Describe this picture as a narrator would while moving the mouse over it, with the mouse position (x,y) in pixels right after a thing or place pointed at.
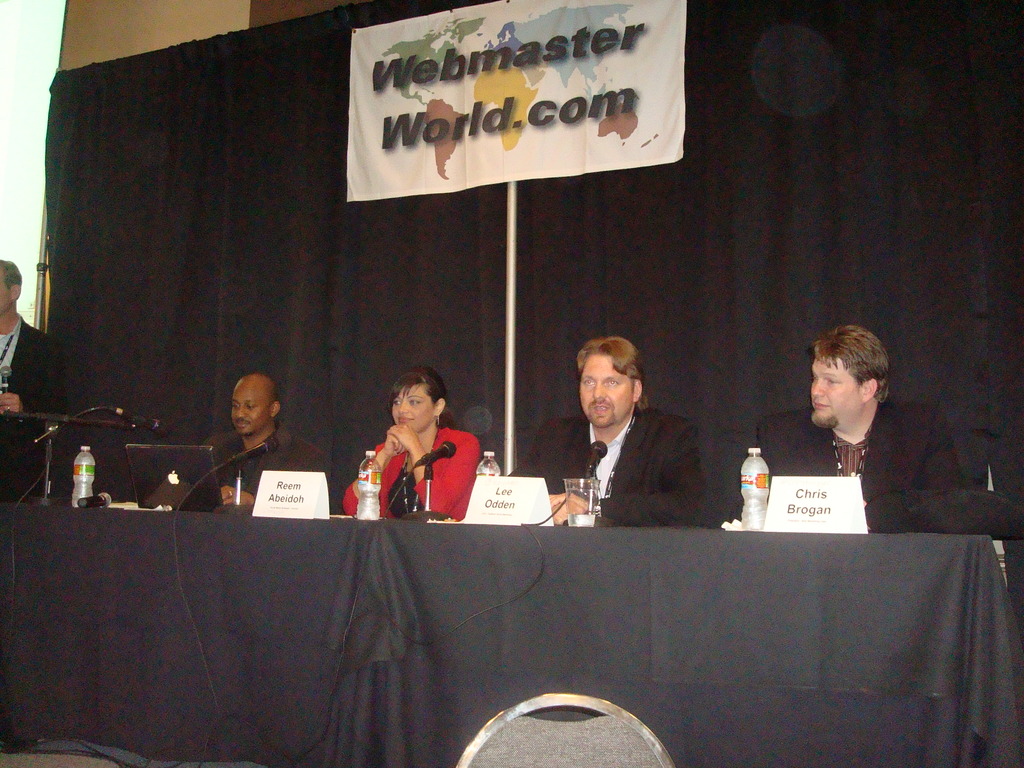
In this image we can see four people (921,423) sitting on the chairs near the table (355,580), one table (387,561) with black tablecloth (669,663), one screen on the left side of the image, one chair (580,756) near the table (152,535), one pole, one big black curtain (118,479) attached to the wall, one banner (527,143) with text (497,115) and image (508,152) attached to the pole (514,197). There is one laptop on the table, some water bottles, some name boards (472,510), some microphones (108,498) with wires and stands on the table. There are some objects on the table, one object (38,302) near to the table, one man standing and holding a microphone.
